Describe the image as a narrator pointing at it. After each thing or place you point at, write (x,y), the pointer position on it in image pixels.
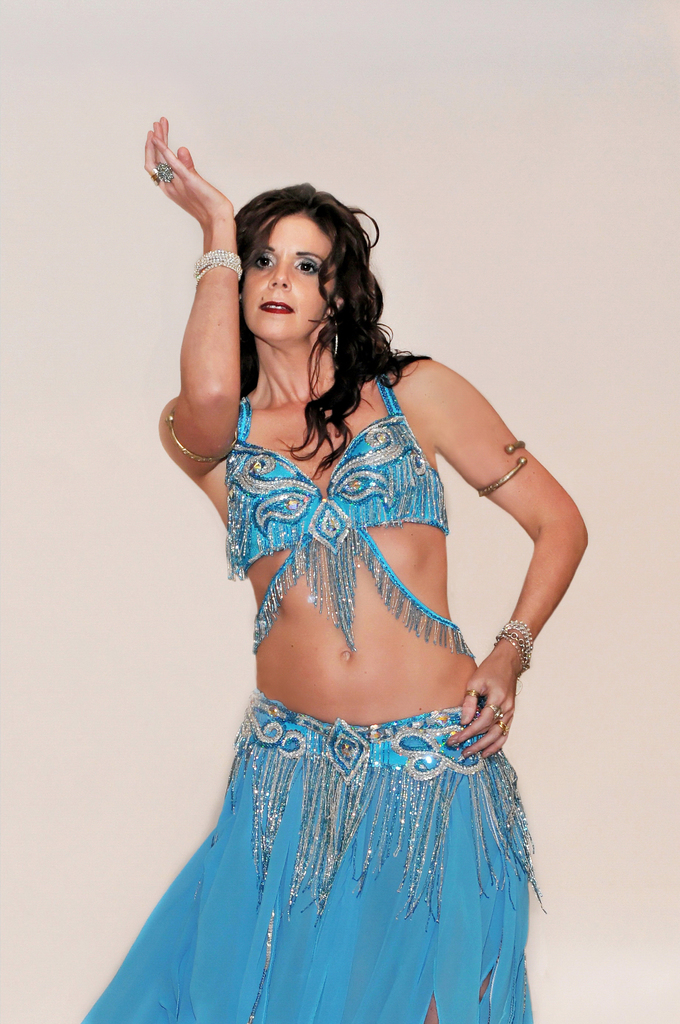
In this image I can see a woman (309,302) is standing in the centre (440,393) and I can see she is wearing blue colour dress (344,626). I can also see she is wearing other jewelries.
